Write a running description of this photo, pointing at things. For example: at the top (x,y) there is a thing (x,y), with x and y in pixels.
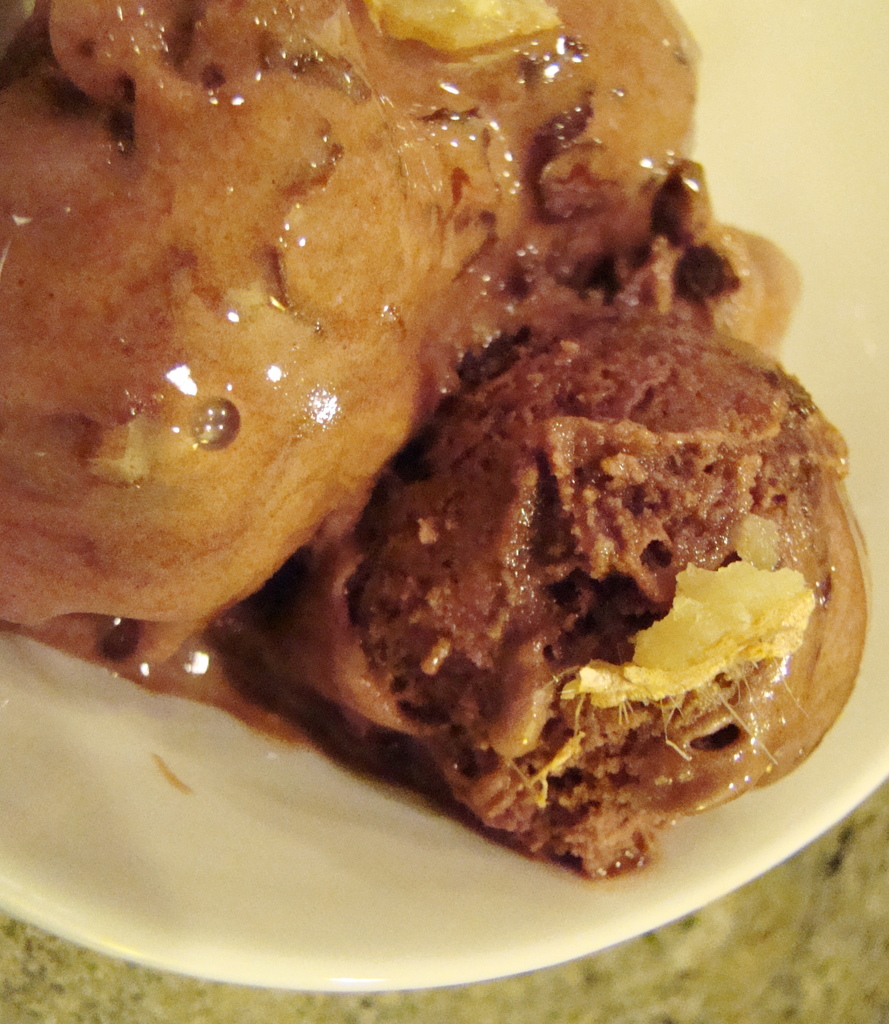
In this picture we can see food (308,469) in the plate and this plate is on the platform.
